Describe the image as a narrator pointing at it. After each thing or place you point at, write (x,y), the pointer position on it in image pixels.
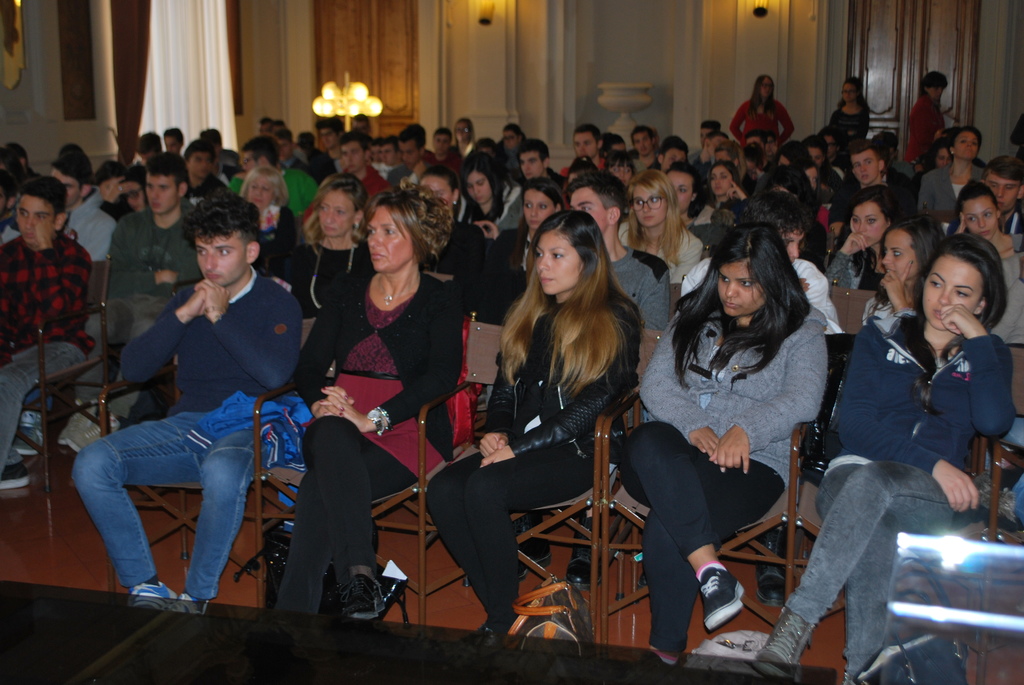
In this image we can see men (656,260) and women (439,437) sitting on the chairs (421,435). In the background (167,80) there are bags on the floor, curtains (176,70) to the windows (208,60) and walls (496,45).
